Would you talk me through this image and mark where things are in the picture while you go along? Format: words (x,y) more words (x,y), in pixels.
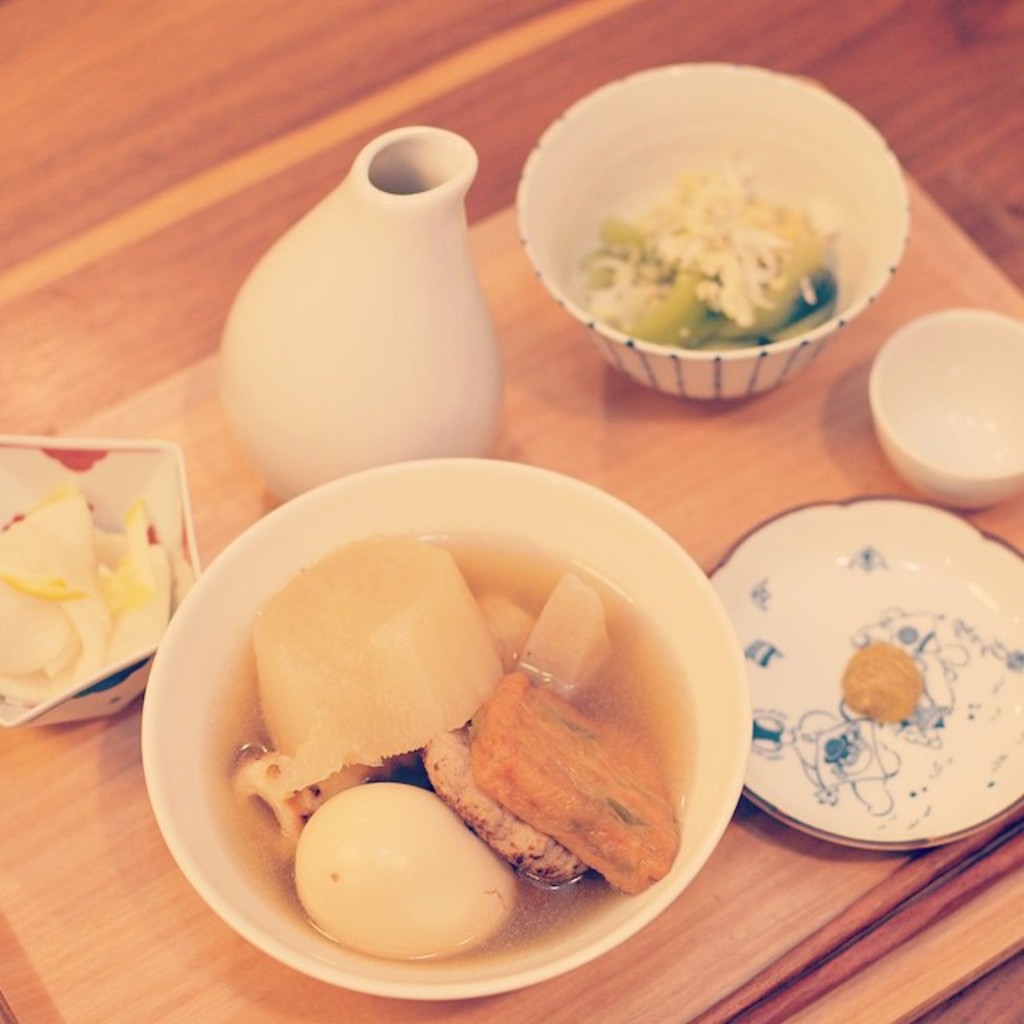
In this image, there is a table (307,79), on that table (669,43) there are some bowls (732,638), there is a saucer (849,719) and there is some food (416,568) in the bowls (535,638).
